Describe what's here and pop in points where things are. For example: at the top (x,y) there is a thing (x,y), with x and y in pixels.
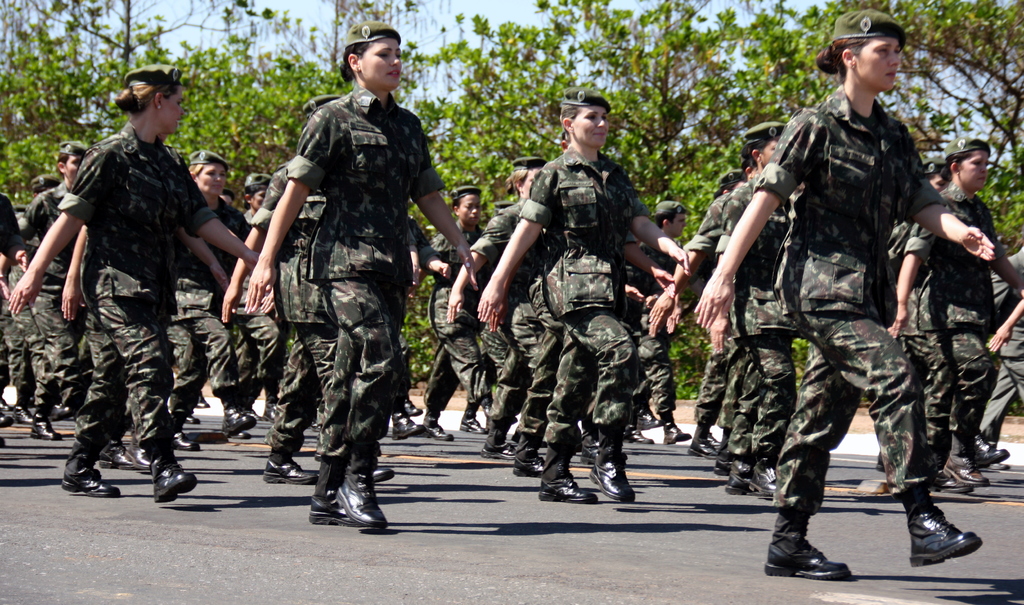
In this picture there are group of people (459,210) marching on the road (641,574). At the back (689,394) there are trees (937,134). At the top (308,16) there is sky (418,22). At the bottom (642,577) there is a road (718,541) and there is ground (681,404).
